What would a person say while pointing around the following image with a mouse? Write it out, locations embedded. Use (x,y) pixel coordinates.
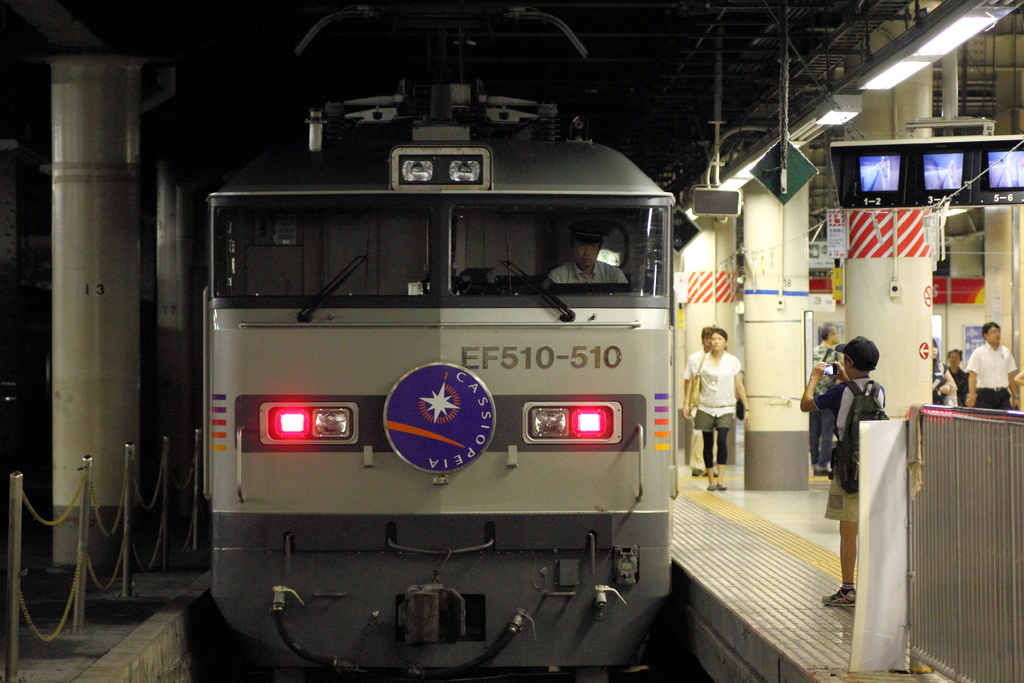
In the picture we can see a train (528,419) with lights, windshield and a person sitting inside and beside the train (442,541) we can see a platform (730,595) and on it we can see some people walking and some are standing and beside them we can see some pillars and to it we can see a TV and on the other side of the train (241,601) we can see some pillars (92,541).
